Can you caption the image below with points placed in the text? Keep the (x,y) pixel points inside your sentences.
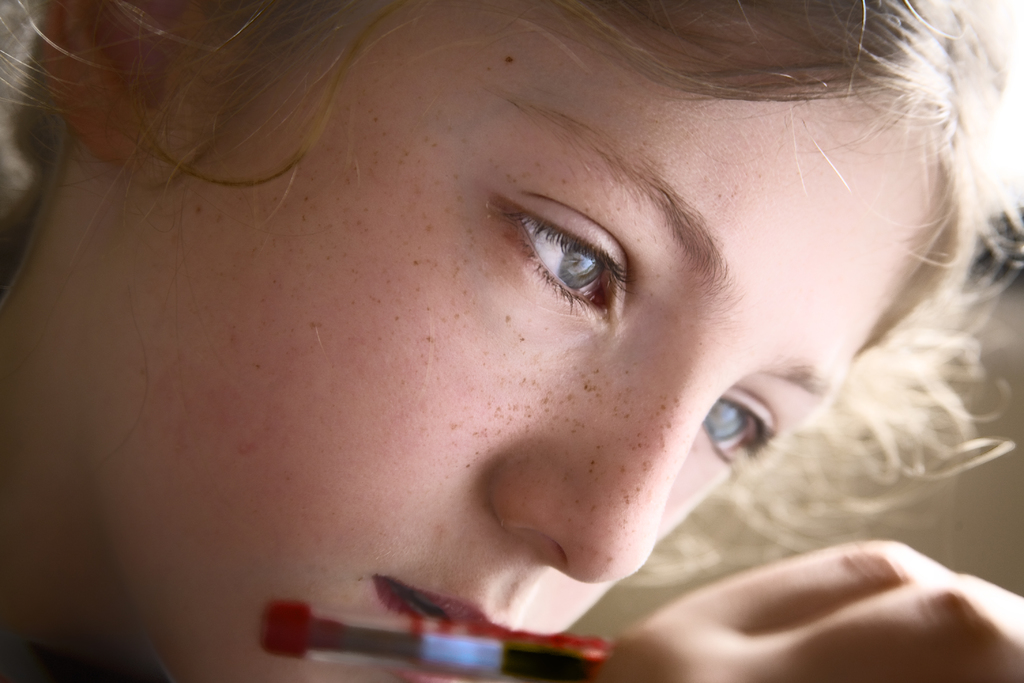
In this picture there is a girl (778,106) who is holding a painting brush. At the top (716,46) we can see the hairs (976,5).
